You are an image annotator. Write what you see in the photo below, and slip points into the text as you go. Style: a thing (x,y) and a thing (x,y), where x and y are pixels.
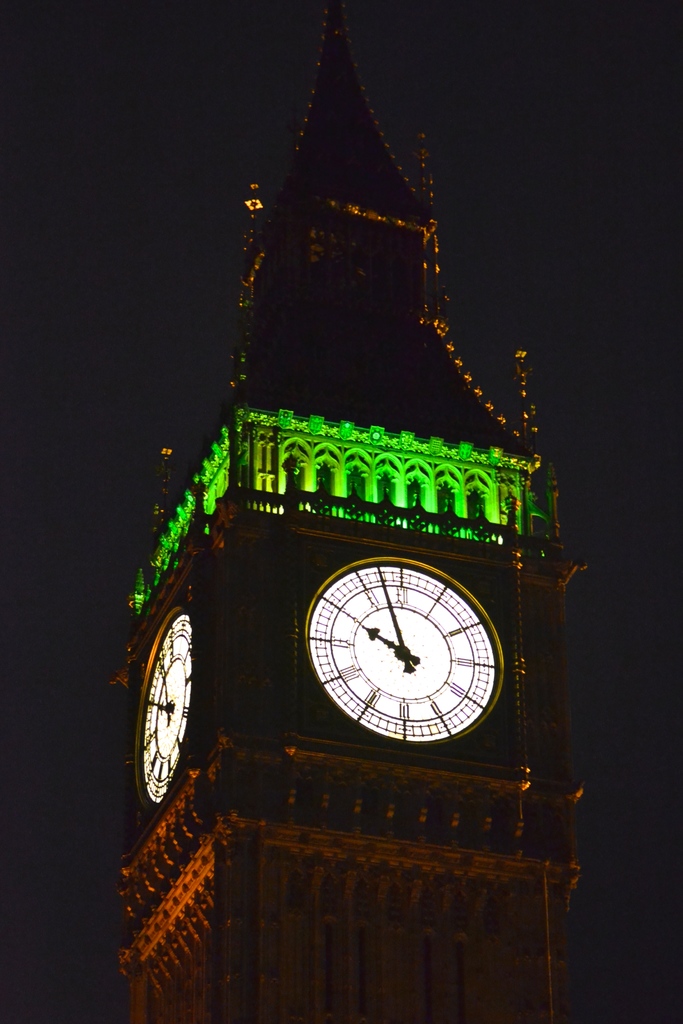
In this image we can see a clock tower (415,575) and in the background (517,119) the image is dark.
